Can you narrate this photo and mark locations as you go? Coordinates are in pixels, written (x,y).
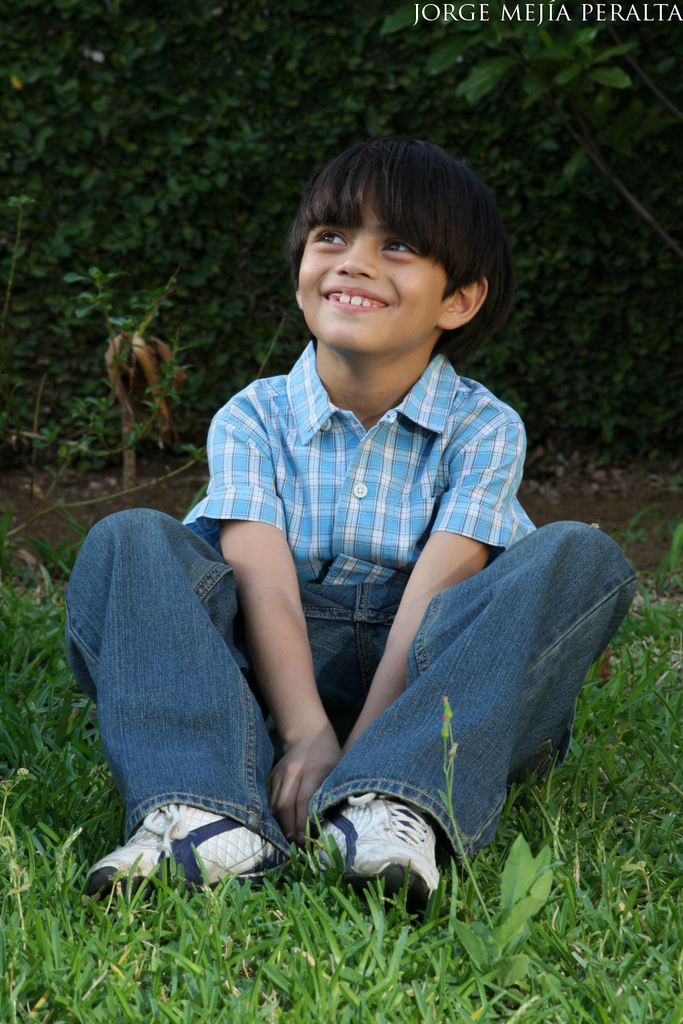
In this image there is a boy (284,508) sitting on the grass (264,913) and he is smiling. In the background of the image (28,142) there are trees (342,125). There is some text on the top right of the image (616,6).
